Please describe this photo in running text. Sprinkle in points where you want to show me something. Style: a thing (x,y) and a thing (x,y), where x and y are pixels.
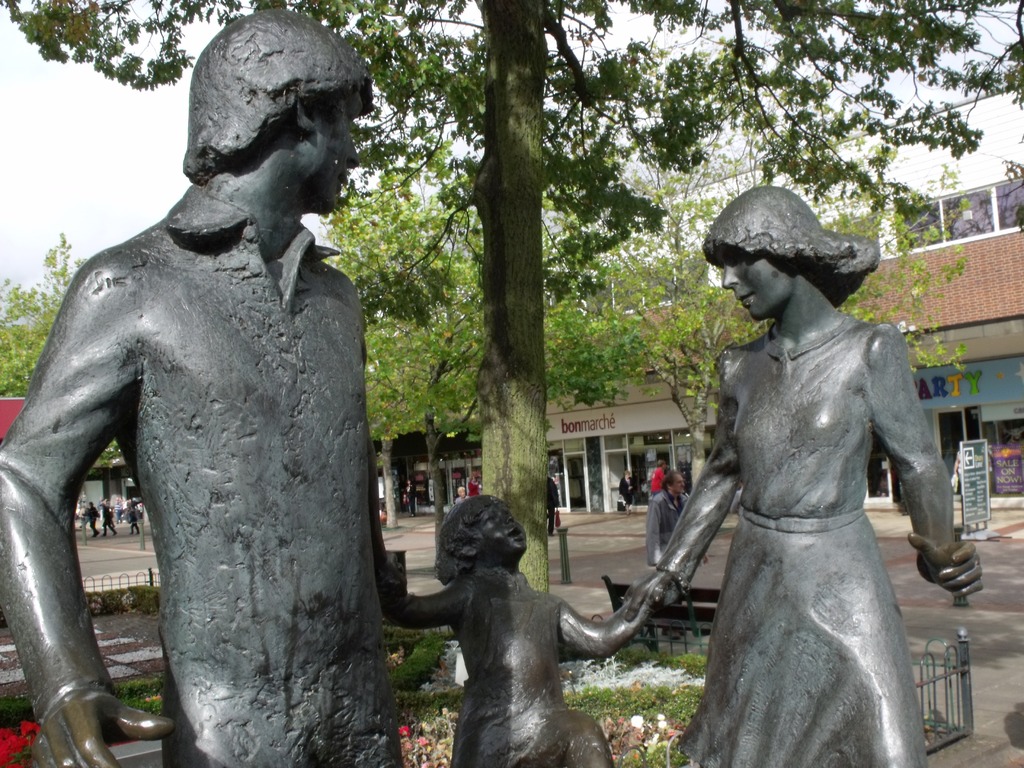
In this image, we can see some statues (531,663). There are some plants (629,739) with flowers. We can see the ground (942,630). There are a few people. We can see a building (987,378) with some shops (1000,378). We can see a board (987,485). We can see the fence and the sky (151,140).
